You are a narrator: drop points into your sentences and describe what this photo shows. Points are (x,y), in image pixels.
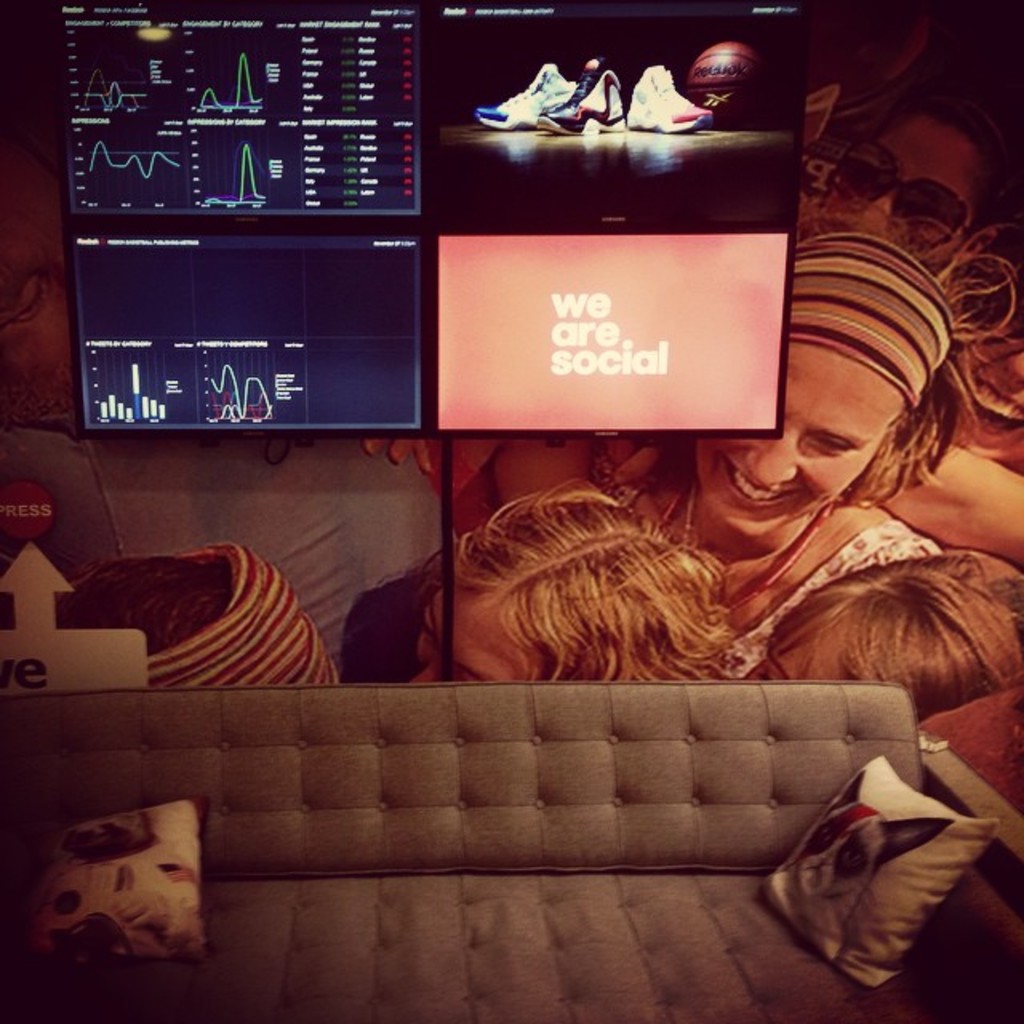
In this picture we can see people (622,611) and here we have sofa (314,851) two pillows (119,891) on it and we can see a screen (518,74) where shoes (594,69), ball (737,80) on it and this is a poster (401,447).
